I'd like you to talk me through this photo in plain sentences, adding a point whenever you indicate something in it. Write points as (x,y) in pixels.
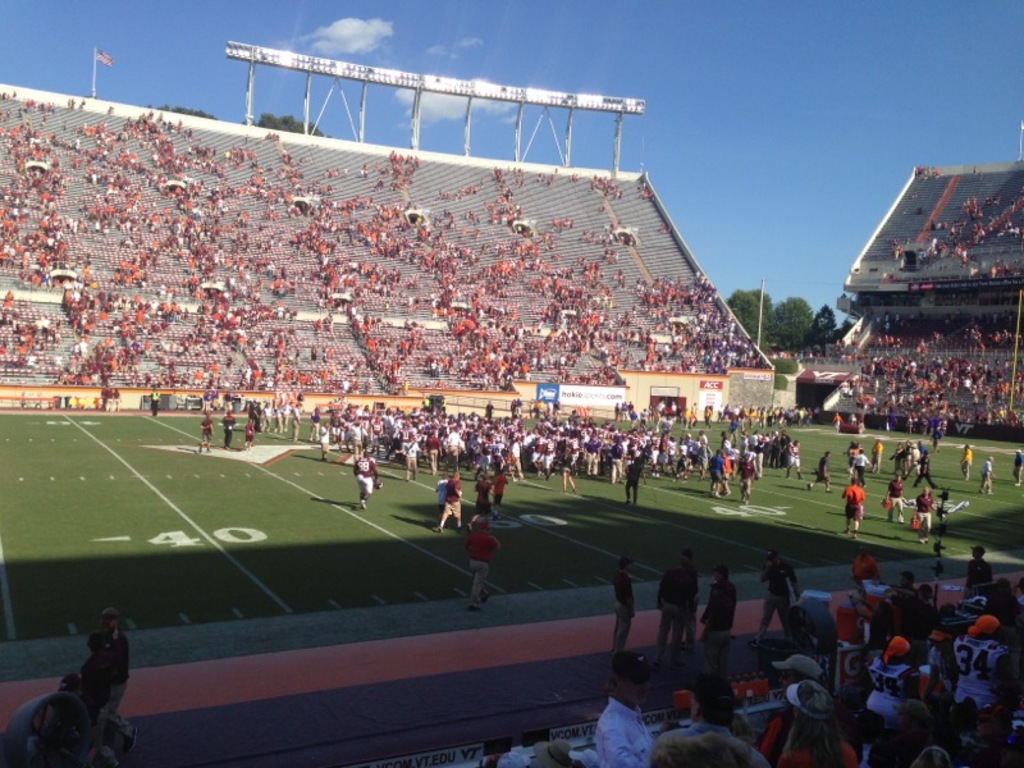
This is the picture of a stadium (705,568). In this image there are group of people (374,483) standing. At the back (812,327) there are boards (597,389) on the wall (753,386) and there is text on the boards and there are trees (801,312) and there is a flag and pole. At the top (799,71) there is sky (616,30) and there are clouds (420,94). At the bottom (788,538) there might be grass (243,579).
